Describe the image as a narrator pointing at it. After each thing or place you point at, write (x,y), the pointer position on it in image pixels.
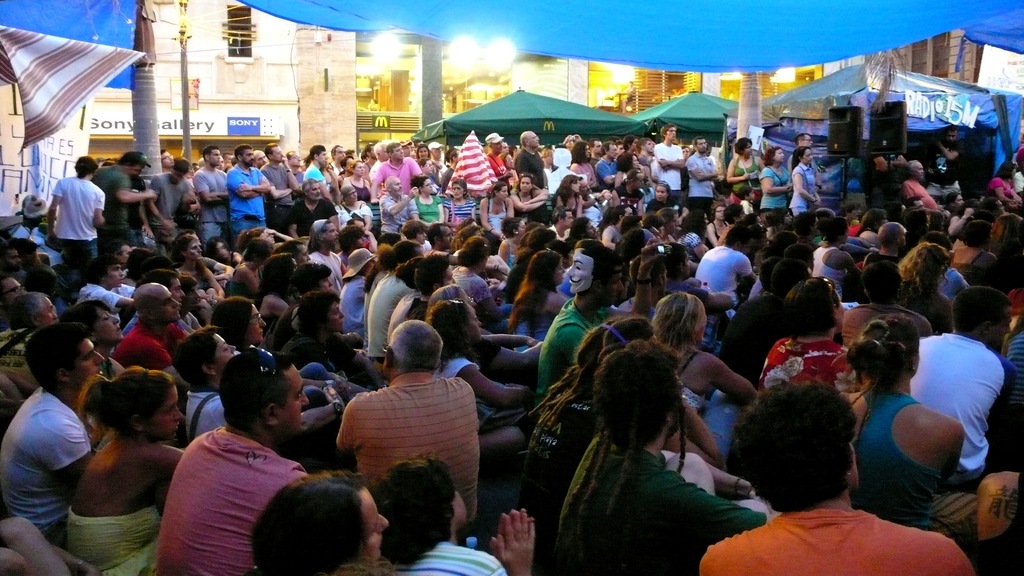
In this image I can see a group of people (545,416) sitting and they are wearing different color dresses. Back I can see few tents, buildings (275,78), windows (367,58) and boards (192,128).
